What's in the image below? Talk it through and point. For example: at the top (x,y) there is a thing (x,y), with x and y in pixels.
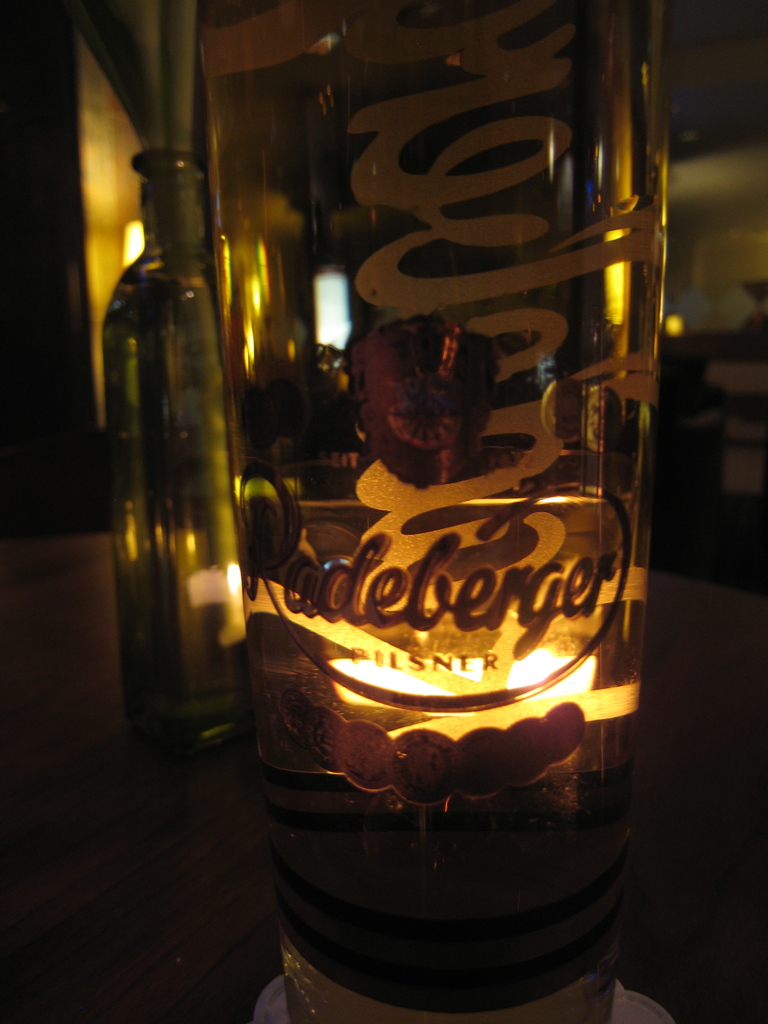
This picture shows the glass bottle (586,142) in which it has a light (450,691). In the background (120,336) there is another glass bottle (152,382) which is kept on table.
